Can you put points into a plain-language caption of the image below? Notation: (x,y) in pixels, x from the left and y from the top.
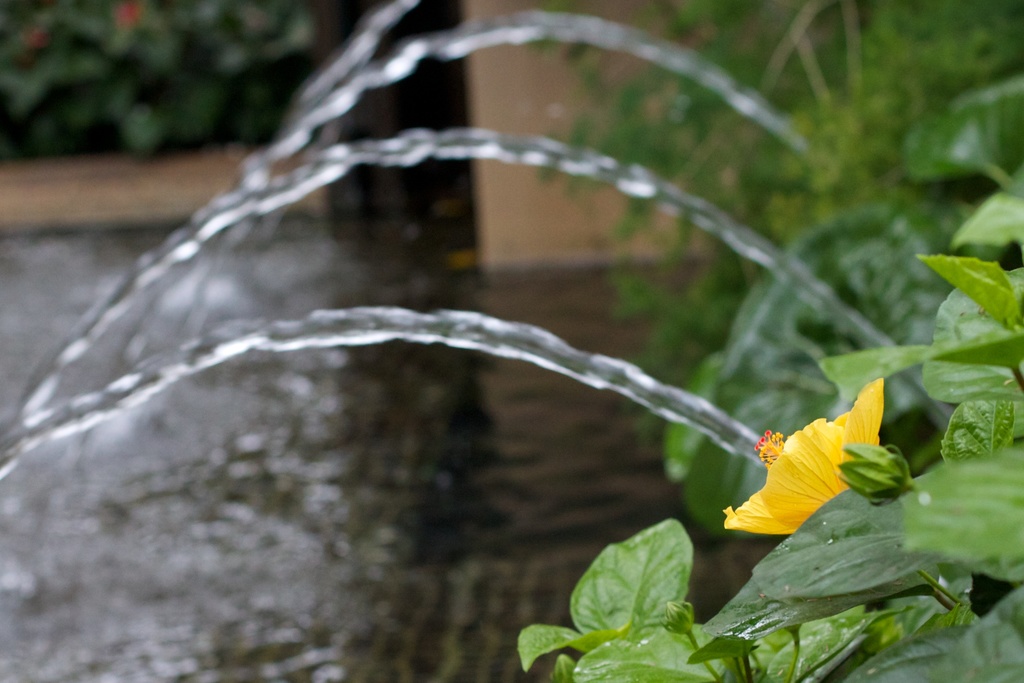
On the right side (921,388) there are plants (926,500) and flower (819,499) and a fountain (676,420), in the background (427,252) it is blurred.
